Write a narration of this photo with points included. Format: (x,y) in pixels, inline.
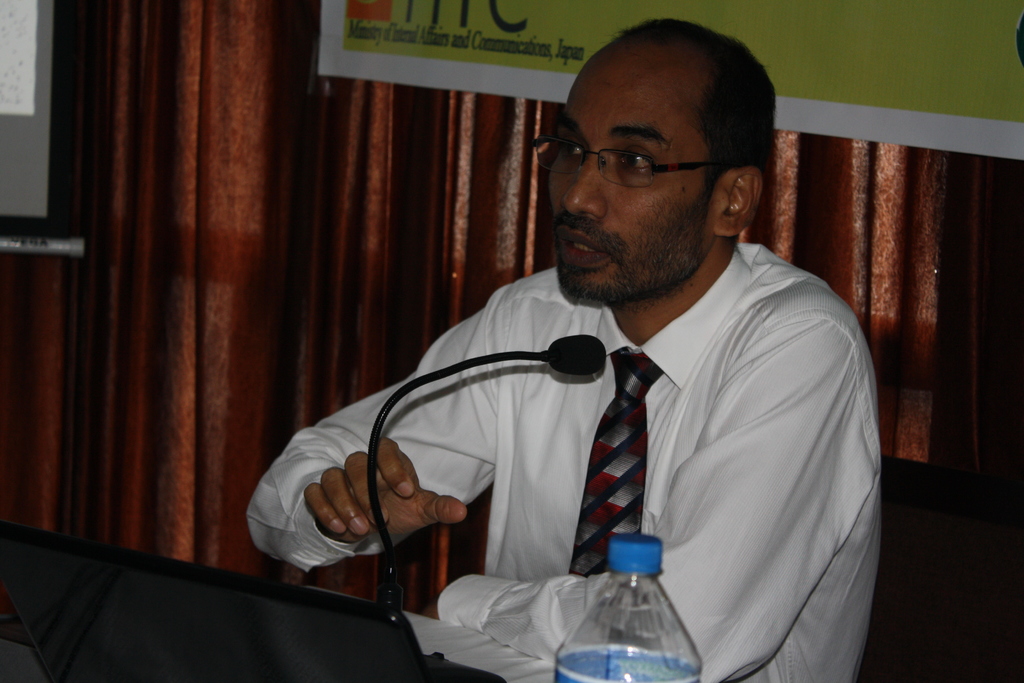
In this picture a person (794,414) seated in a chair (905,537) and talking. In the foreground of the picture (650,616) there is a desk (433,641), on the desk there is a water bottle (646,602) and a microphone (565,360). In the background (302,150) there is a red color curtain (885,223) and a banner (885,38). The person (730,439) is wearing a white shirt (682,470).
